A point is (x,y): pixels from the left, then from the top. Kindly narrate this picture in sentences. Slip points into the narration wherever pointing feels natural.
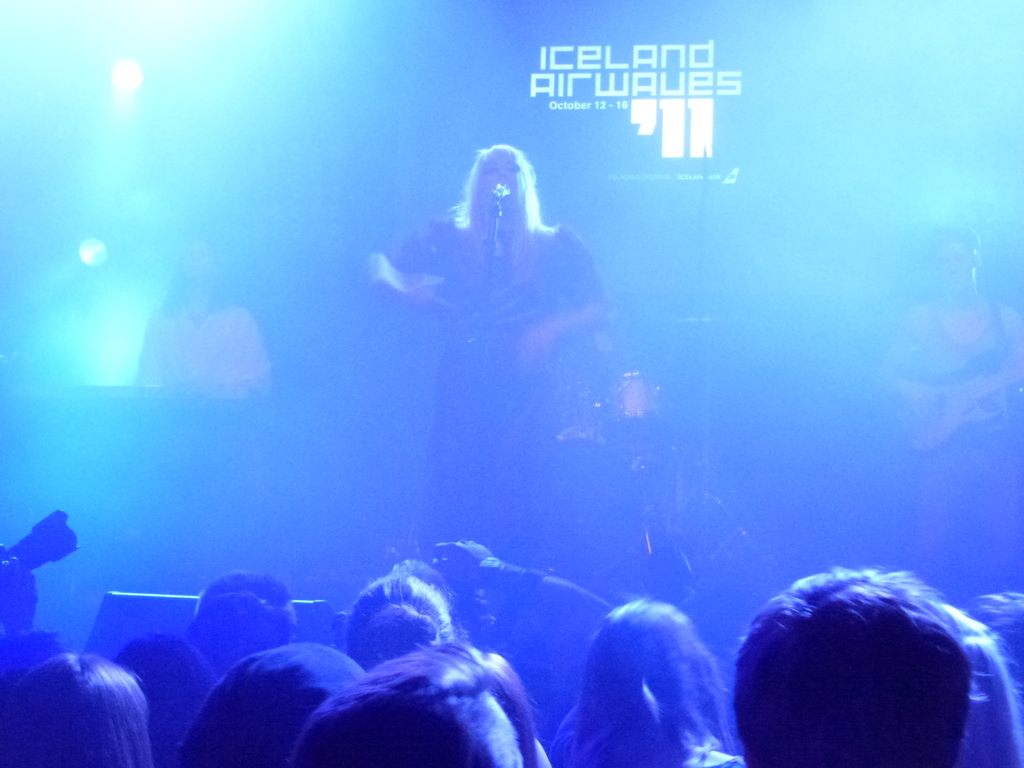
In the middle (489,371) a woman (401,273) is singing, there is a microphone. In the down side there are few people (470,680). In the left side (270,156) there are blue color lines (158,127).
